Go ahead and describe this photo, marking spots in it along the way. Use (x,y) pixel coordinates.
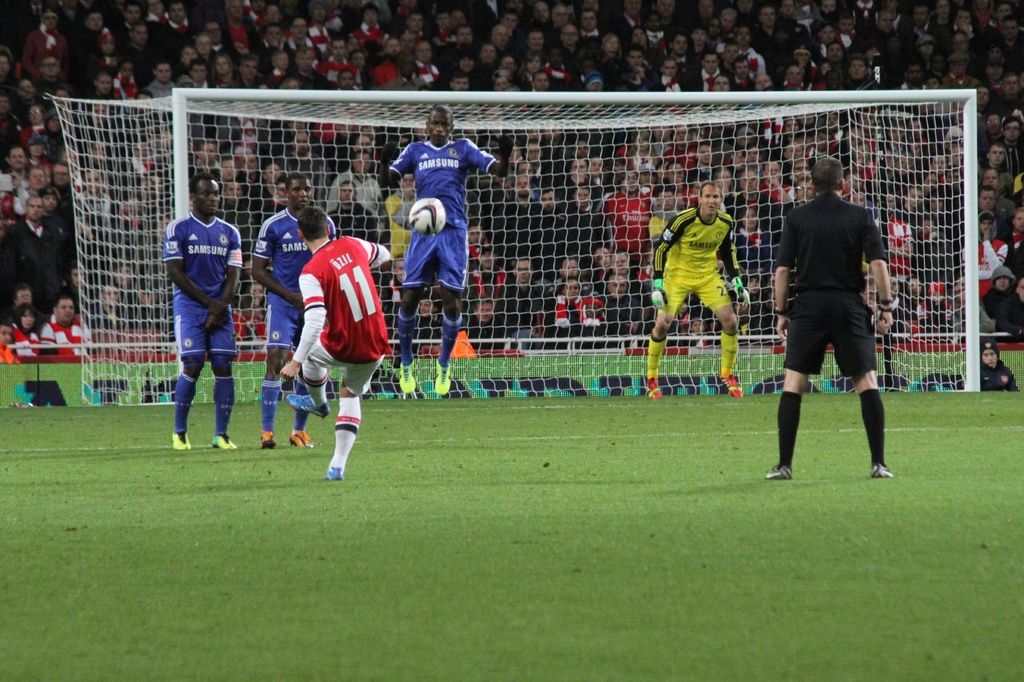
In this image I can see few persons (224,242) wearing blue colored jersey (413,164), a person (820,249) wearing black colored dress (802,248), a person (331,330) wearing red and white colored jersey (341,331) and a person (709,275) wearing yellow and black colored jersey (681,264) are standing. I can see a ball (435,226) over here. In the background (276,142) I can see the goal post (174,146), some grass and number of persons (369,11) are sitting in the stadium (24,376).
